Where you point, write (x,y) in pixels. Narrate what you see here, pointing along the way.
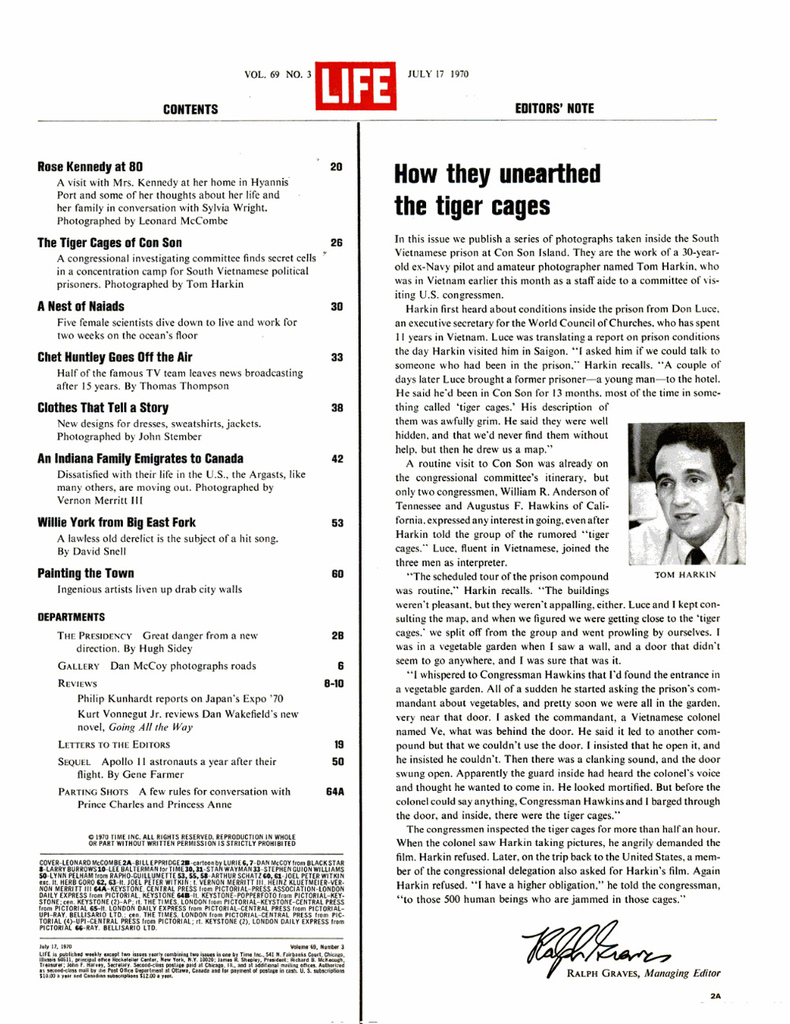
In the image there is a picture of a page (52,597), it has different contents (337,410) and notes (566,553). There is a picture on the right side of the image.
